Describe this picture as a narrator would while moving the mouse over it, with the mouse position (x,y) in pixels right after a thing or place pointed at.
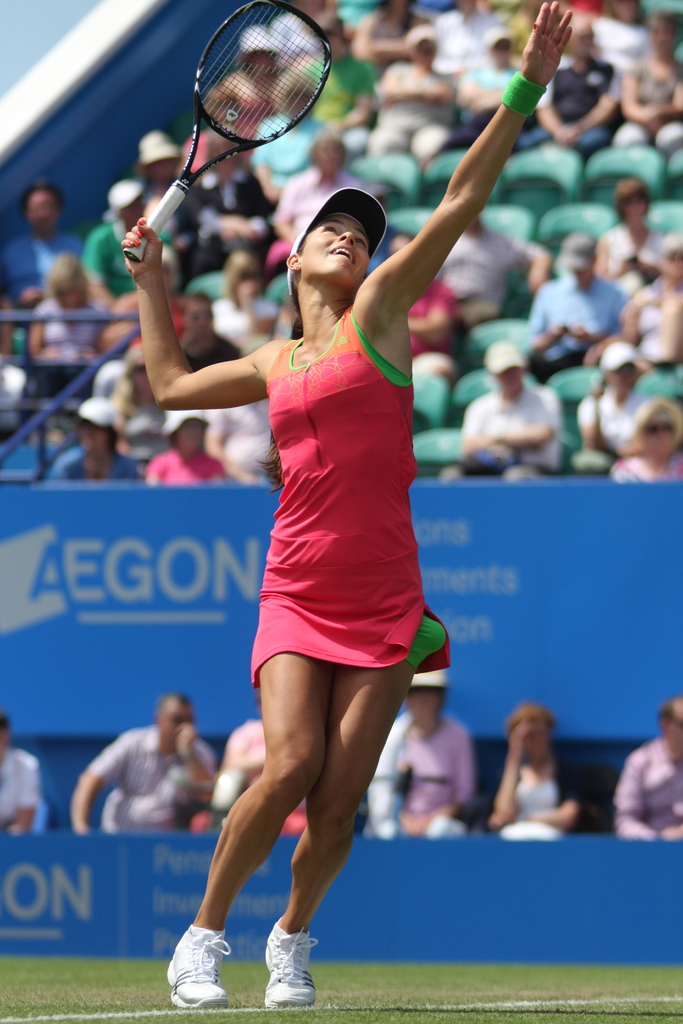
In this image I can see a woman (288,996) is standing and holding a racket (270,28). In the background (632,34) I can see a number of people (53,299) are sitting on chairs (426,403).
